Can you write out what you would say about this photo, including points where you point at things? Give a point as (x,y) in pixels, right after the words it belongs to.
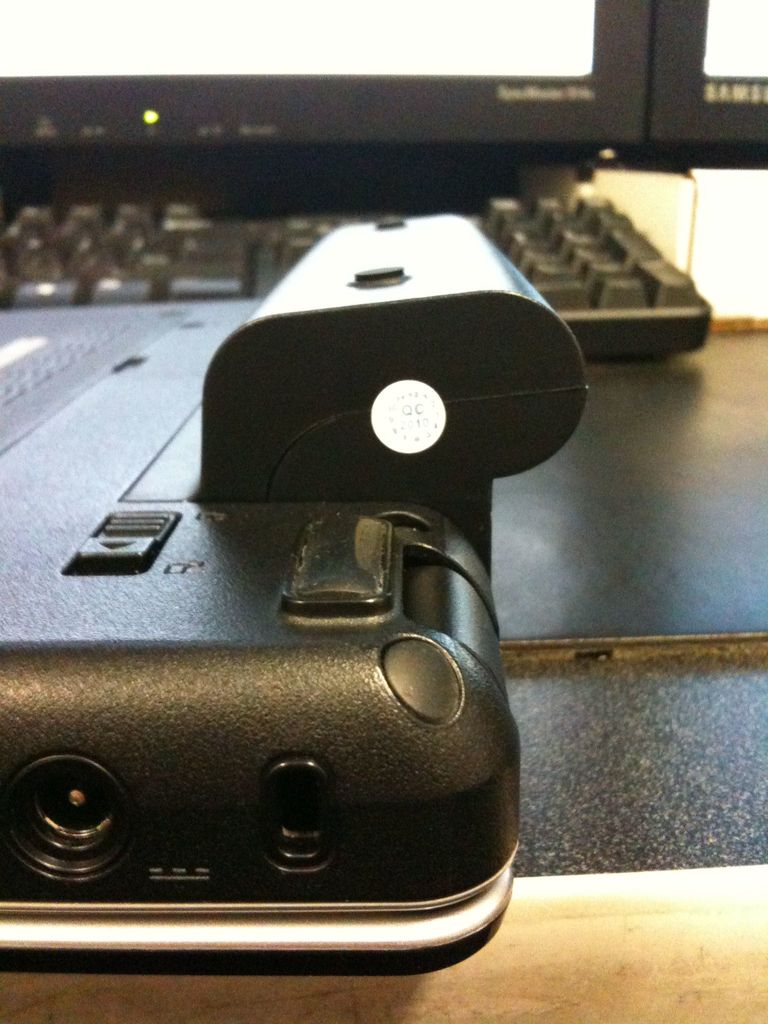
In this image we can see a table (574,683) on which there are objects (477,382). There is a keyboard (593,305).
